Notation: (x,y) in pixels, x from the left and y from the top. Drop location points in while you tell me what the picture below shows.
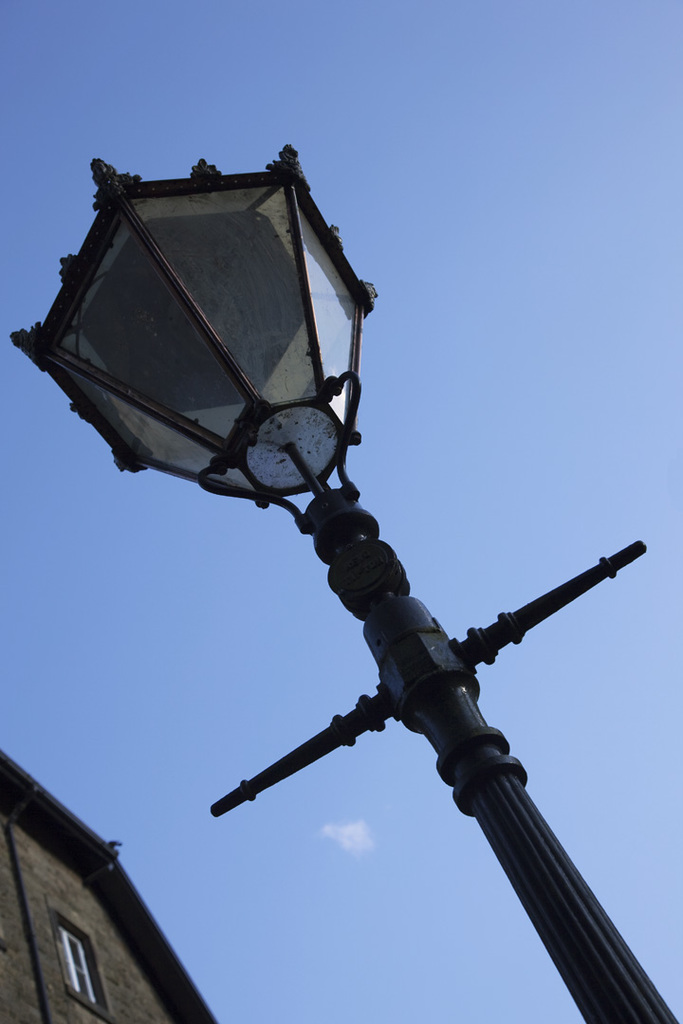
In this image I can see the light pole (262,436). To the left (11,971) I can see the building (43,953). In the background (234,557) I can see the sky (200,561).
